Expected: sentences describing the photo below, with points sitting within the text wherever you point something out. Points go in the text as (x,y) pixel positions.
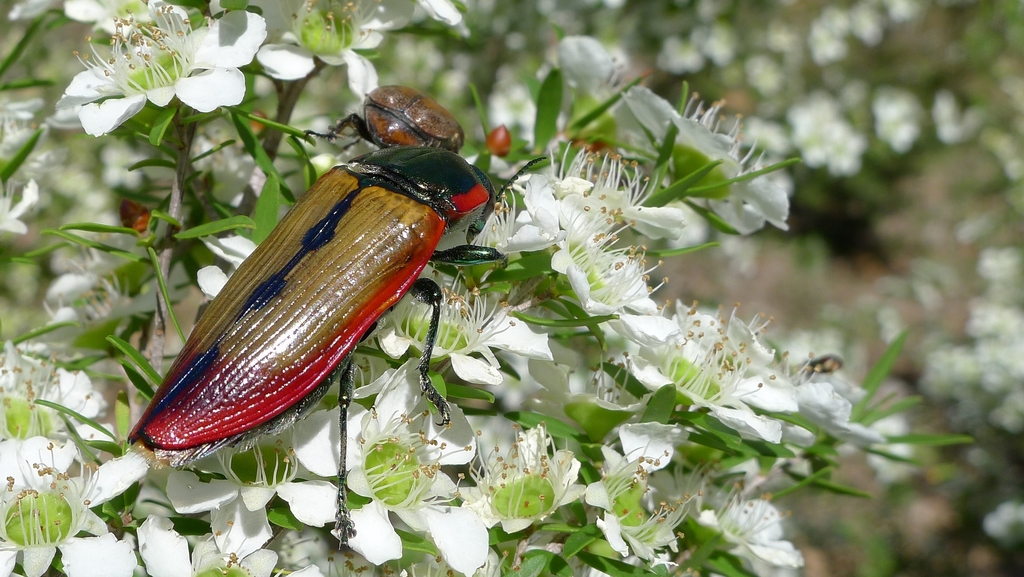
This picture shows about the brown and red color insect (295,288) sitting on the white and green flower (466,336). Behind there is a blur background (1008,84).
